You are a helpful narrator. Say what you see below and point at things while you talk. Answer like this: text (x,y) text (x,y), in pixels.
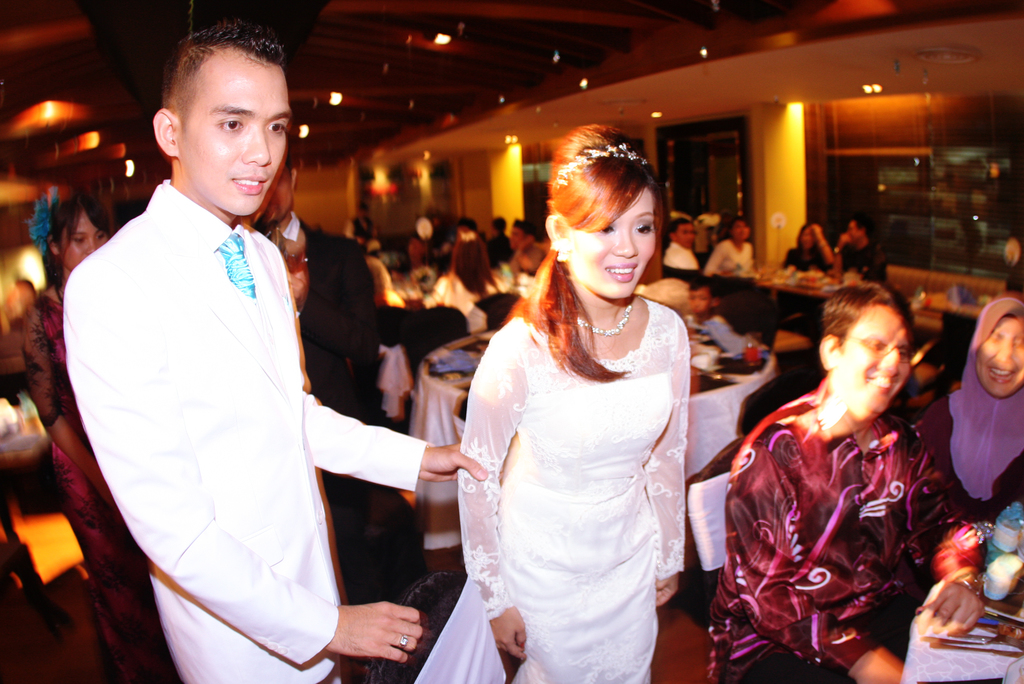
This picture shows a man (301,359) and woman (496,388) standing both of them white color dress (188,393) and we see few people (79,201) standing on the back (47,324) and we see group of people (854,665) seated on the chairs (777,394) and we see tables (487,333) and roof lights (586,86) and we see smile (250,178) on their faces (242,193).
